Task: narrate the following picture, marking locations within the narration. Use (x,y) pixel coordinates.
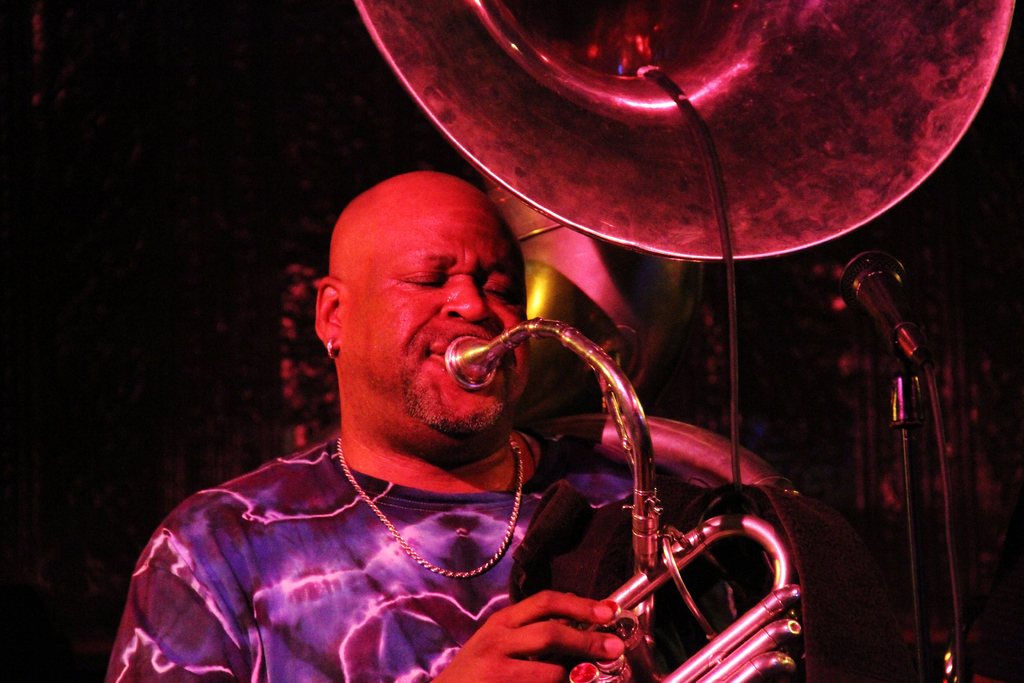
In this image, There is a person (419,535) wearing clothes (281,559). This person (449,434) is holding and playing a musical instrument (595,232). There is a mic (869,300) in the bottom right of the image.
